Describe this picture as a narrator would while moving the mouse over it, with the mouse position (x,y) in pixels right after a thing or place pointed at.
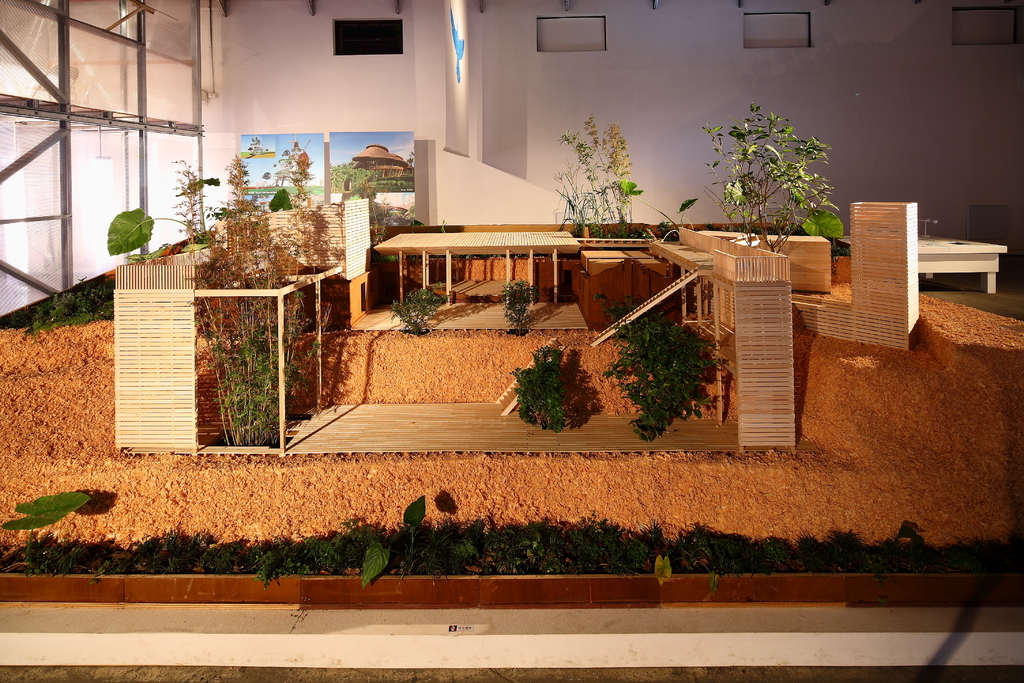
Here in this picture we can see a wooden model (536,305) kept on a place over there and we can see plants (264,334) present all over there and we can see pictures (413,164) present on wall (255,128) over there.
